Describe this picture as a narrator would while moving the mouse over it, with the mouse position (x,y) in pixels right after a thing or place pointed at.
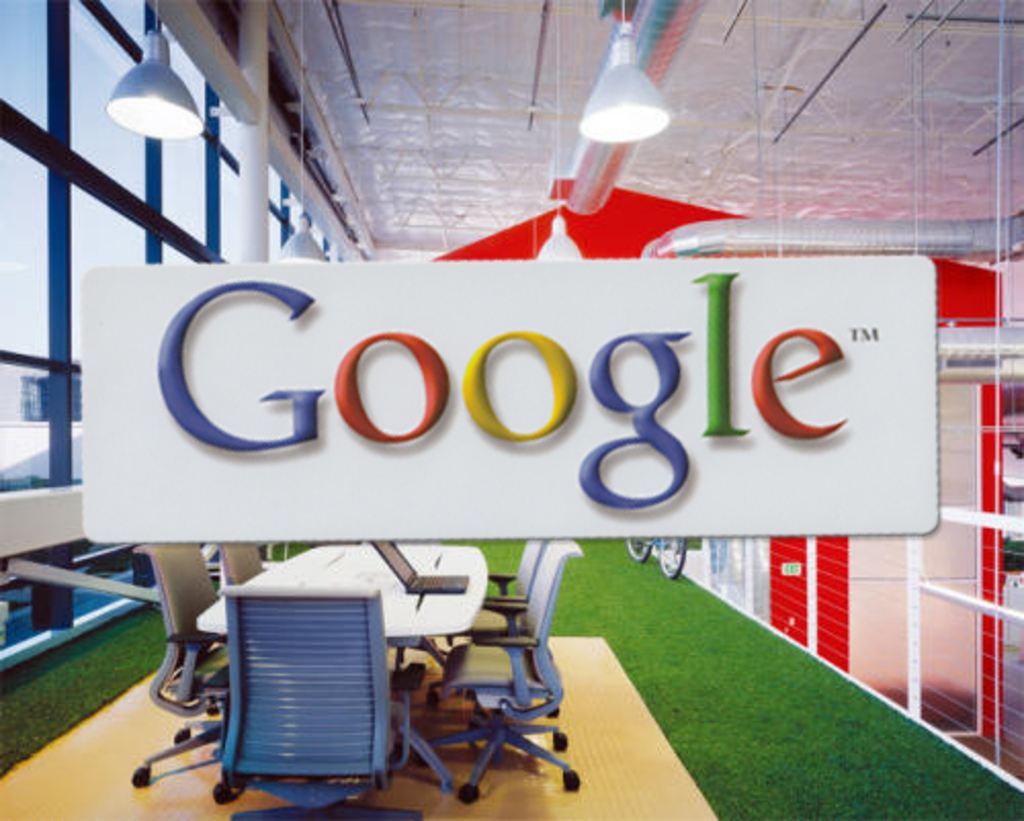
In this picture we can see inside of the building (814,133), we can see some text (612,451) and some chairs (369,716), table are arranged.
